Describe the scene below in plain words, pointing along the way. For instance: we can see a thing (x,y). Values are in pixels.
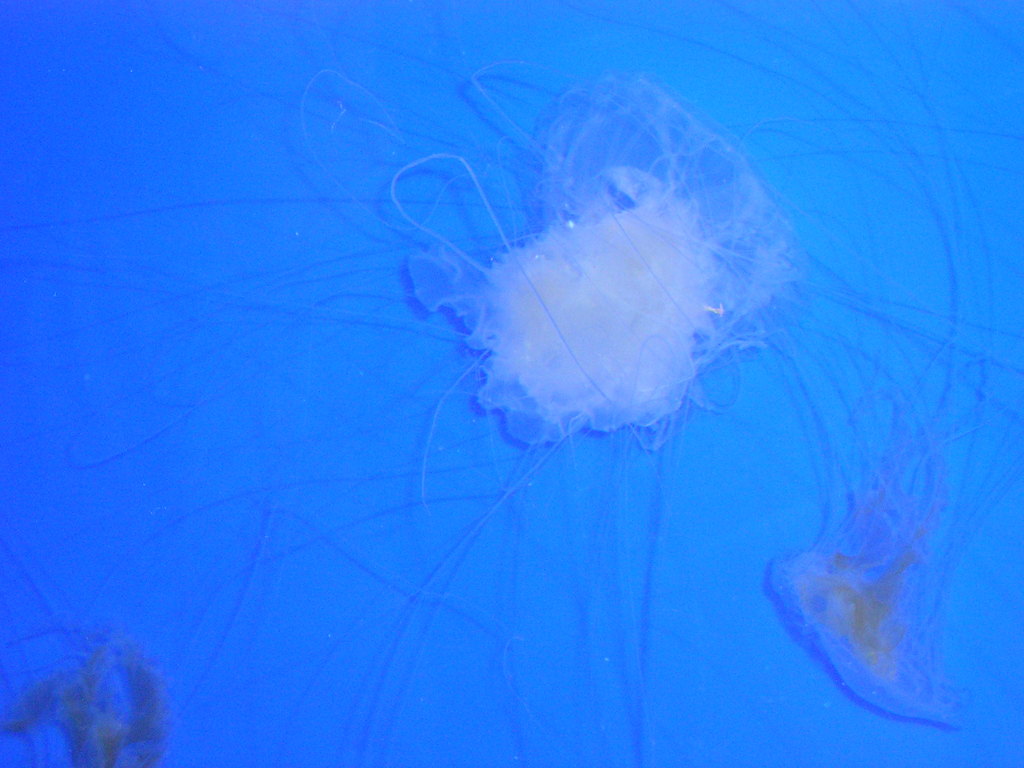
This image consists of marine species (693,309) in the water (203,535). The background (575,468) is blue in color.
